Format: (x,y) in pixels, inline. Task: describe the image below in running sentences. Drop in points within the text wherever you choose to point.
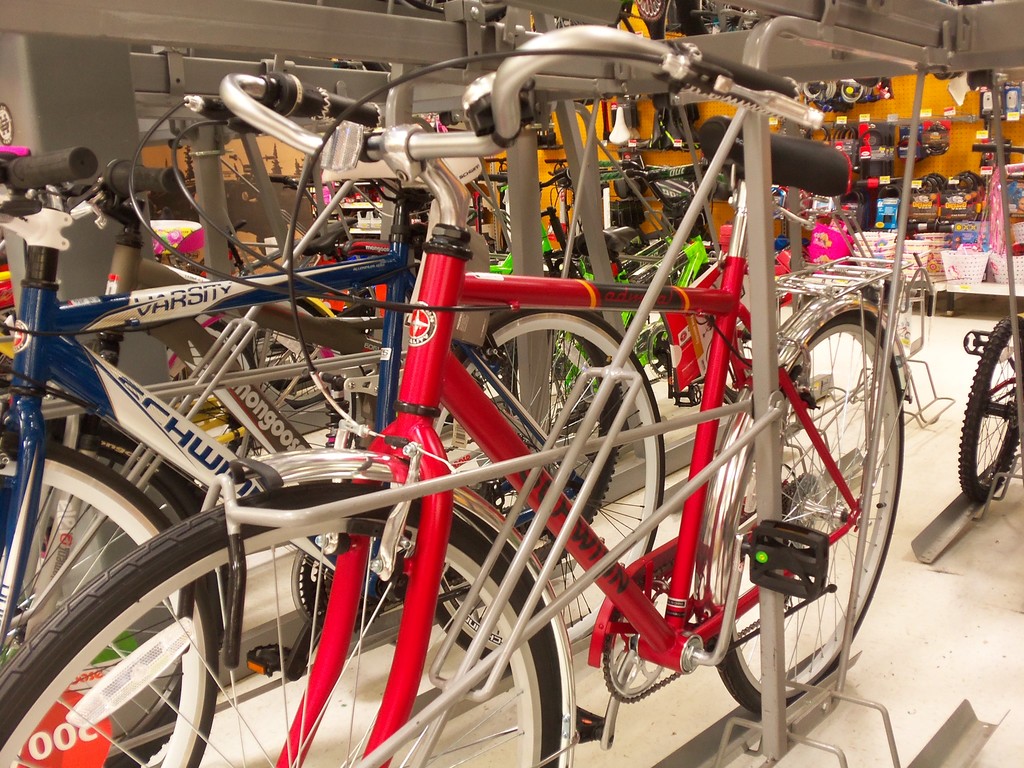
In a store (495,501) there are plenty of cycles (897,462) and other items (919,231) were kept in display.
